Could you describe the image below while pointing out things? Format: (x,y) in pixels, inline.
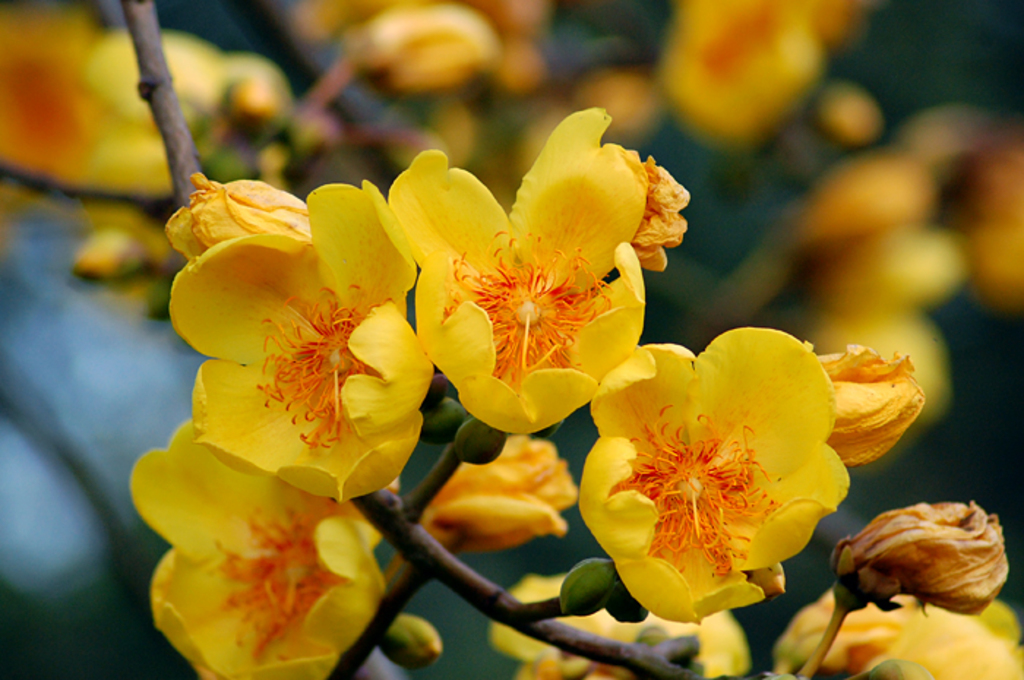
In this image I can see yellow color flowers (446,494) and green color buds (591,578). In the background (708,129) some more flowers (587,95) are visible.
